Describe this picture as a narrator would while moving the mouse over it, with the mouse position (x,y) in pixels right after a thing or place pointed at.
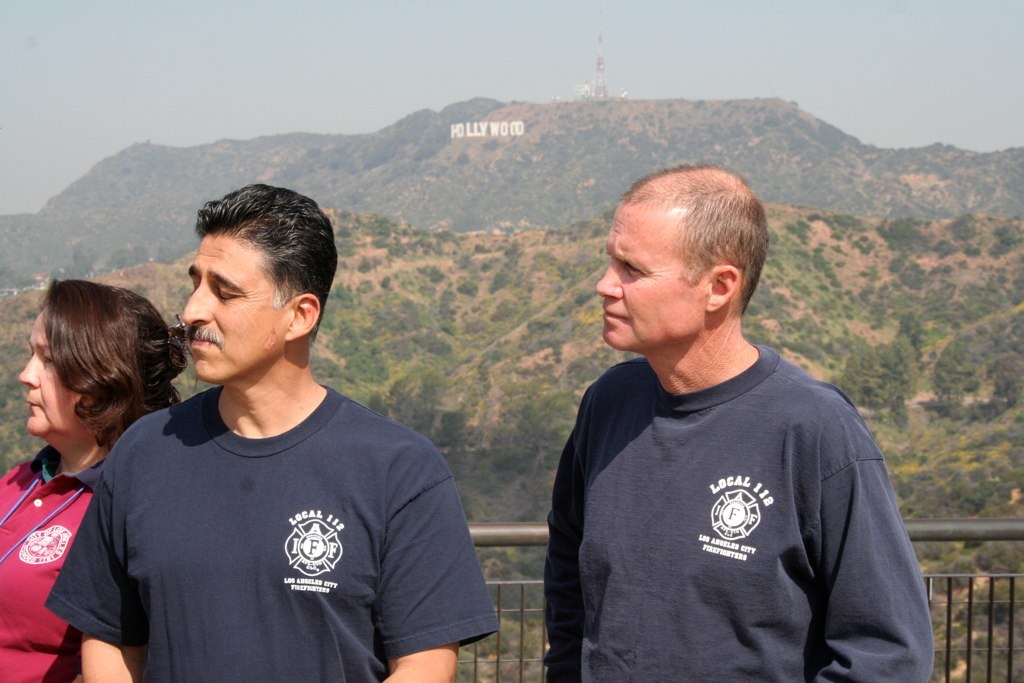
In this image we can see three persons (193,541) standing and there is a railing (511,536) behind them and there are mountains (540,221), trees (962,634), text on the mountains (574,181) and the sky (705,58) in the background (653,34).
